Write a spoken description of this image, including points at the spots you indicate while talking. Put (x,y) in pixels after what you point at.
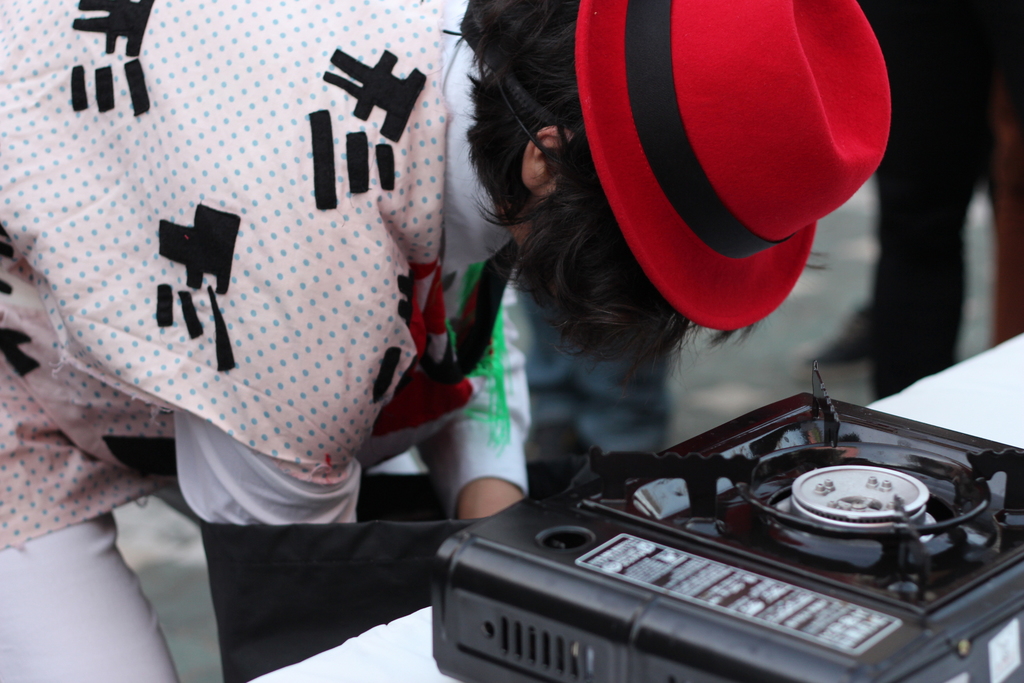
To the right bottom of the image (693,580) there is a black color stove (552,563) on the table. And to the left side of the image (329,492) there is a person (343,513) with pink and blue colored dress (306,314) and also there is a red and black color cap (677,140) the head (653,189).
